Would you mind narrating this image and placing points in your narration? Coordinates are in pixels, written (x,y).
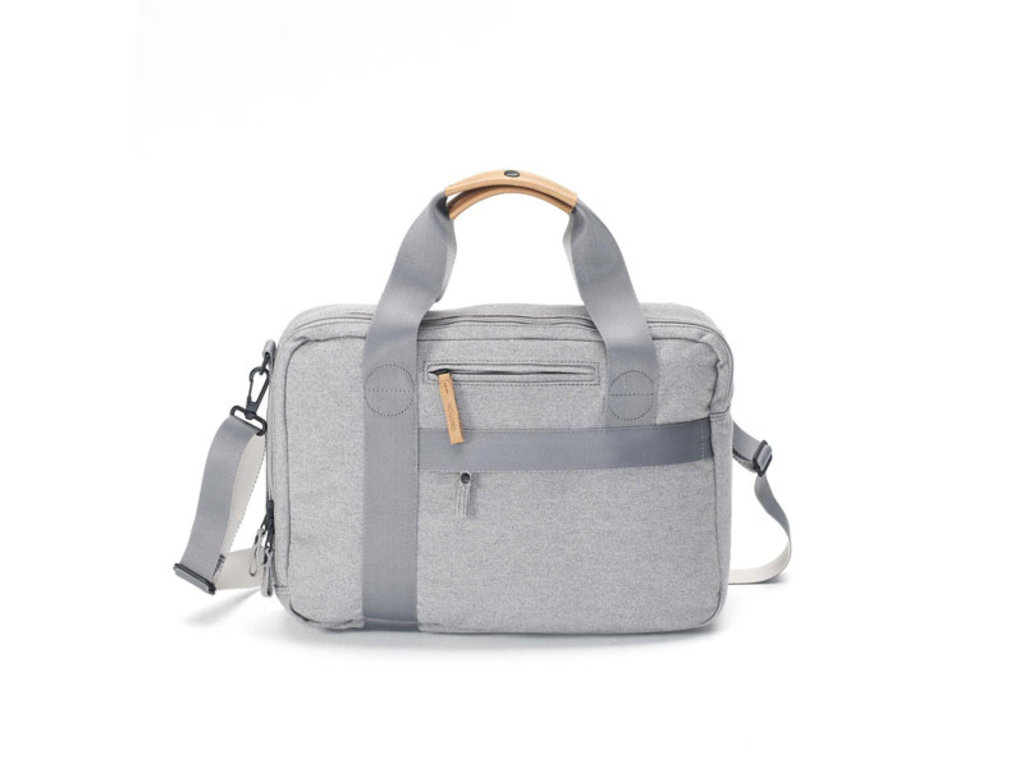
In this picture we can able to see a gray color handbag (448,372) with zip (465,375).
